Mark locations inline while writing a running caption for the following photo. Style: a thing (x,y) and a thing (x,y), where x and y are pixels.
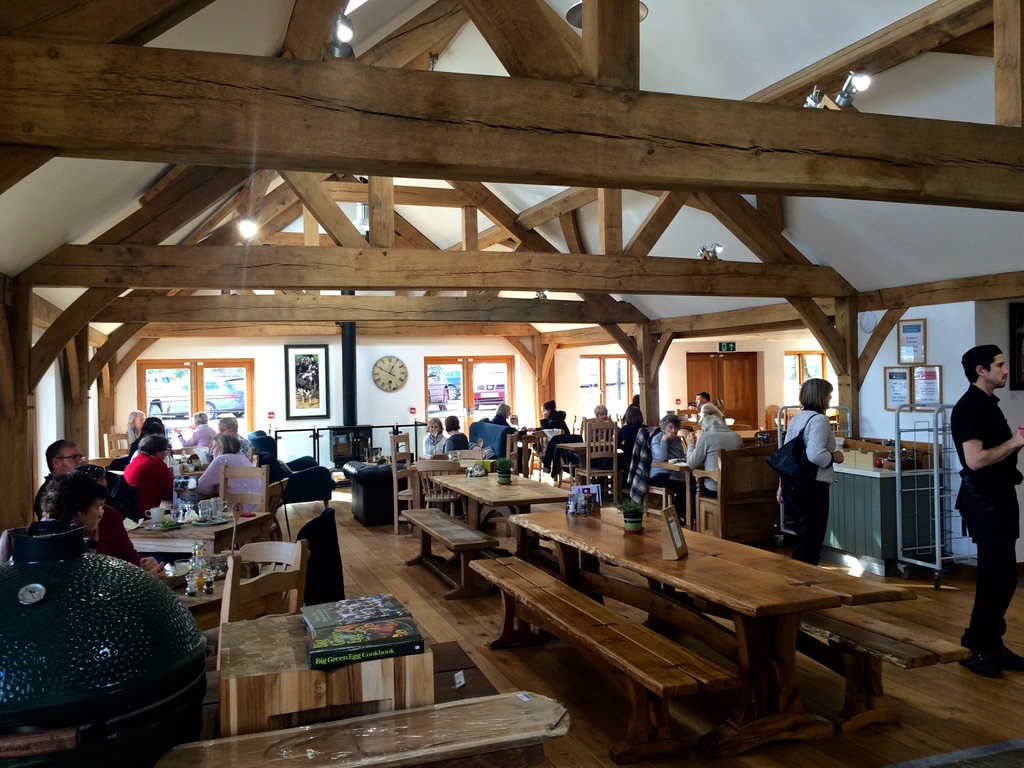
This is an inner view of a building (655,326). In this image we can see a group of people (598,411) sitting in the chairs (244,581). We can also see some tables (166,540) beside them containing cups (160,514), glasses (216,502) and saucers (220,518) on it. In the center of the image (501,492) we can see a table (379,705) with a book (401,644) on it and some benches (605,647) with photo frames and plants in pots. On the right side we can see a man (971,611) and a woman (809,545) standing. We can also see a metal rack (937,553), some photo frames (925,403), windows (442,366) and a clock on a wall (399,392). On the top of the image (536,237) we can see some ceiling lights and some wooden poles (512,236).
